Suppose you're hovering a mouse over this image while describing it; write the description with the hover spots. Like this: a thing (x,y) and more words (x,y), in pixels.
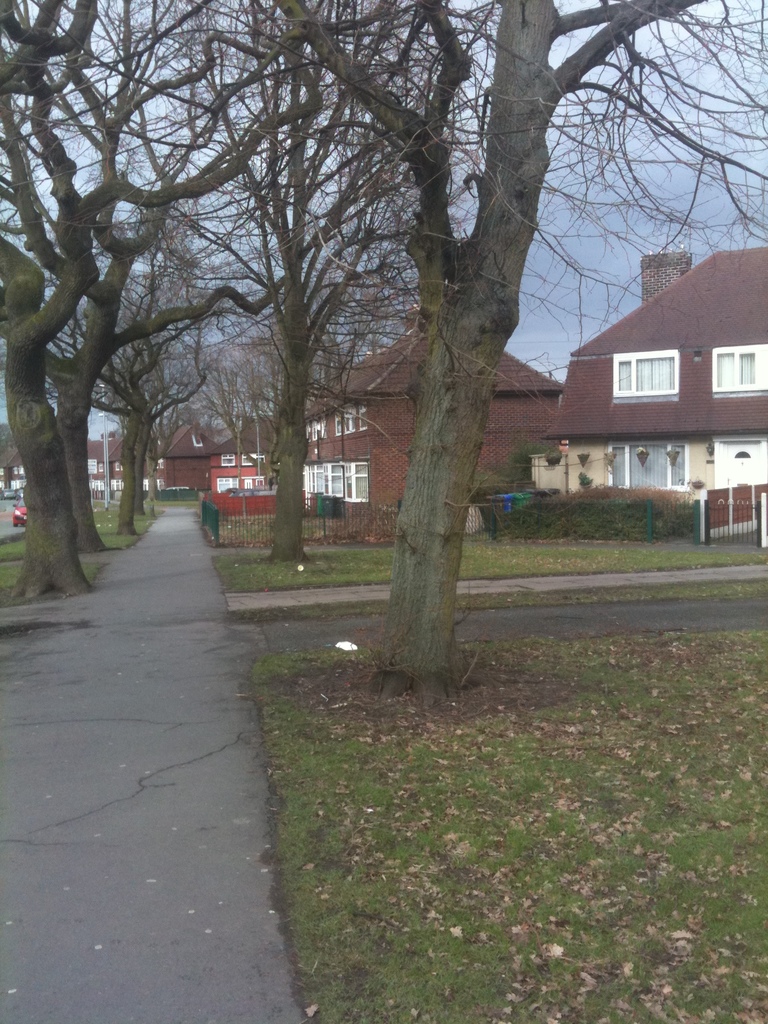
In this picture we can see many buildings (339,441) and trees (55,322). On the right (741,511) there is a gate (732,507) near to the plants (621,518). On the left (12,520) there is a red color car (24,520) which is parked near to the street lights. At the bottom (370,903) we can see the leaves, grass (432,982) and road (222,945). At the top (696,84) there is a sky (471,3).
